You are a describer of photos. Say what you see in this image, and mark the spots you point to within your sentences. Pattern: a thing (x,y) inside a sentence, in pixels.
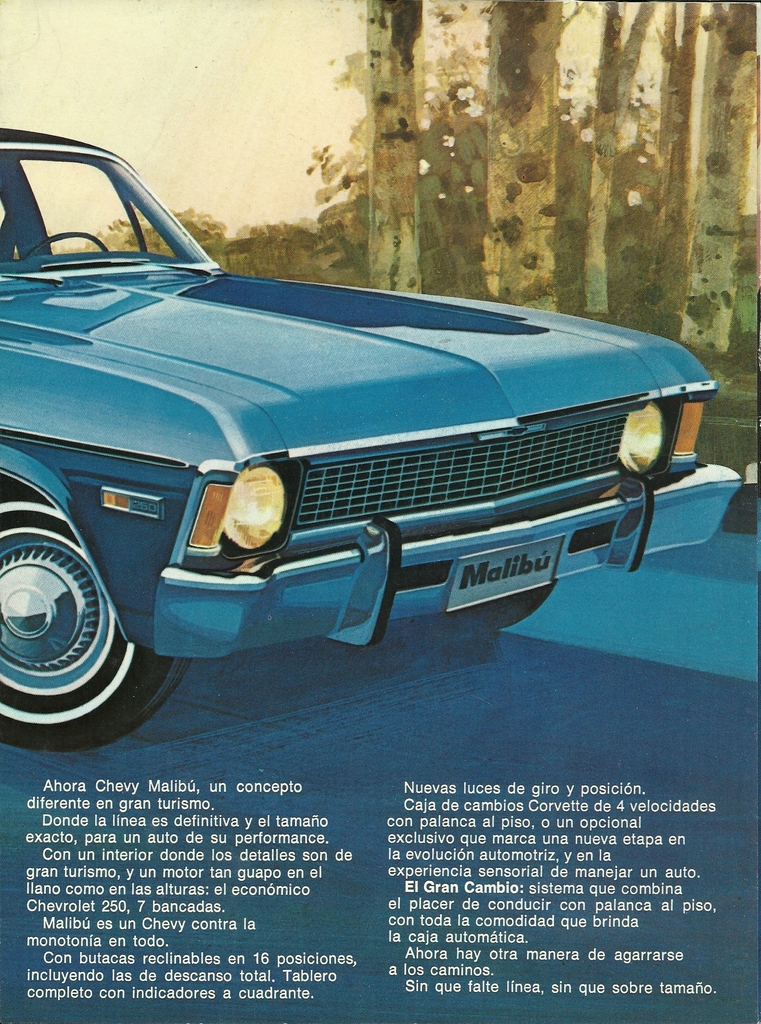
This image is a poster. In the center of the image (424,582) there is a car (250,500). At the bottom of the image (323,830) there is some text (252,926).
